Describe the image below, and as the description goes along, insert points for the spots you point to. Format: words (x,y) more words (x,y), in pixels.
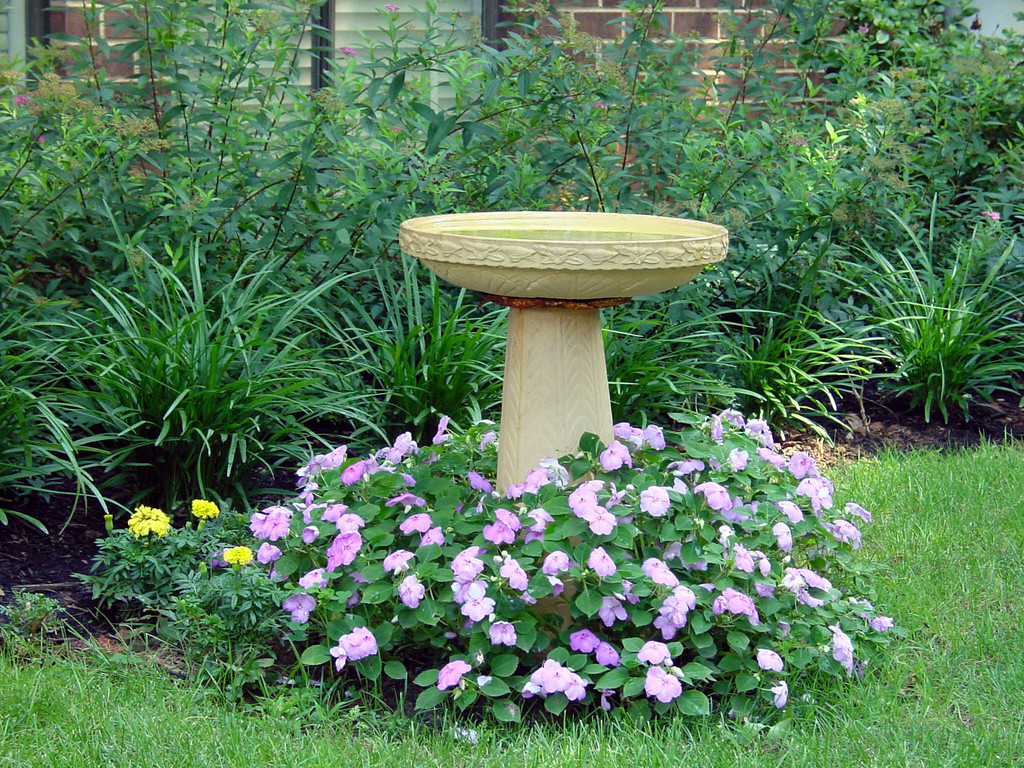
It seems to be a garden (347,744). At the bottom (447,728), I can see the grass (182,713) and there are few plants (430,552) along with the flowers (690,589). In the middle of these flower plants (537,470) there is a water pot (577,343). In the background (126,267) there are some other plants (803,208) and a wall (504,36).
